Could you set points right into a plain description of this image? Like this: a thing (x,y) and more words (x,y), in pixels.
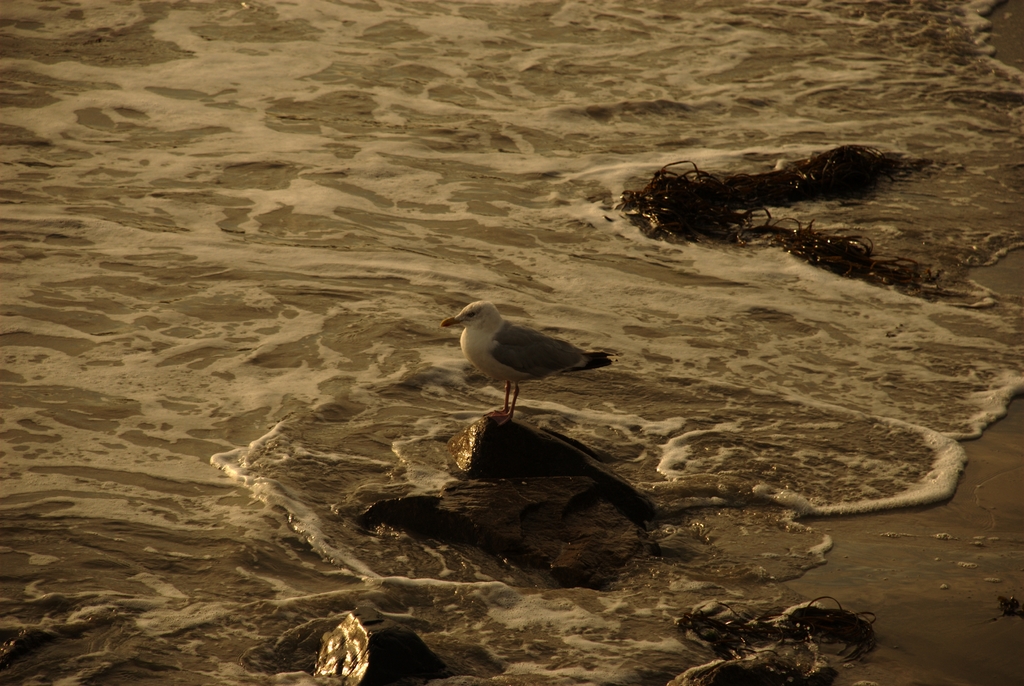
In this image, I can see the seagull bird (526,349) standing on the rock (540,470). This is the water (429,222) flowing.
